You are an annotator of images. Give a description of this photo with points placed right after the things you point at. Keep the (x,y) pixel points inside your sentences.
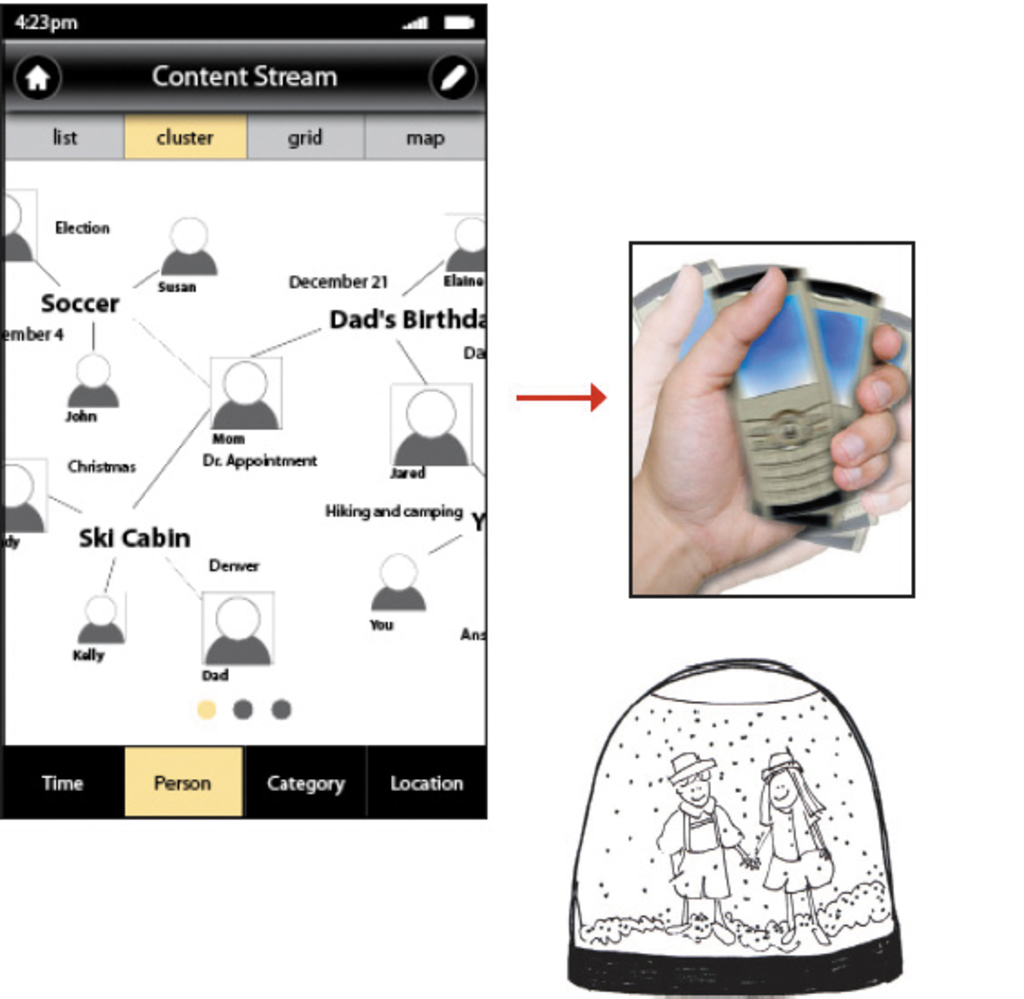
In this image, there are three animated images (250,348). The first image (146,18) is a screenshot (392,687) of a mobile (479,383). In the second image (789,497), there are hands (715,454) of the persons (710,440) holding mobiles (750,271). In the third image (791,928), there is a painting (702,912) of a boy (693,768) and a girl (788,769). Beside the second image (715,353), there is a red color mark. And the background (792,62) is white in color.
